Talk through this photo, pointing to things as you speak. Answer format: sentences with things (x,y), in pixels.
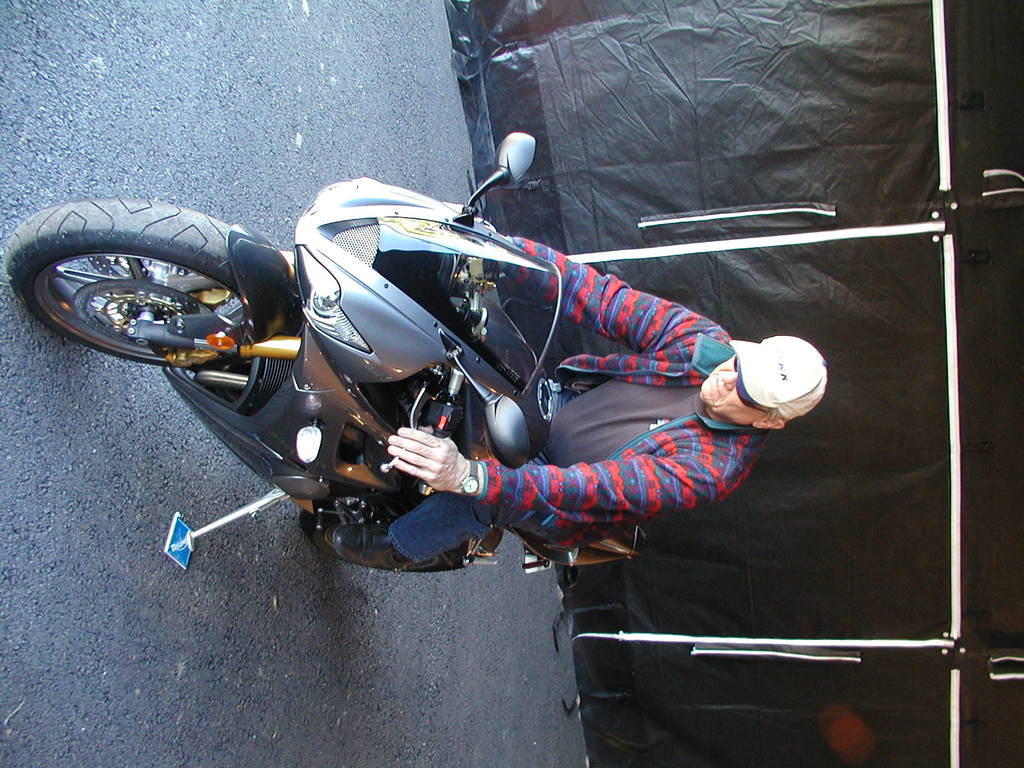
In this image we can see a man (599,392) is sitting on the bike (349,385) which is on the road (145,635). We can see a black color sheet (807,439) and white poles (887,231) on the right side of the image (956,470).
